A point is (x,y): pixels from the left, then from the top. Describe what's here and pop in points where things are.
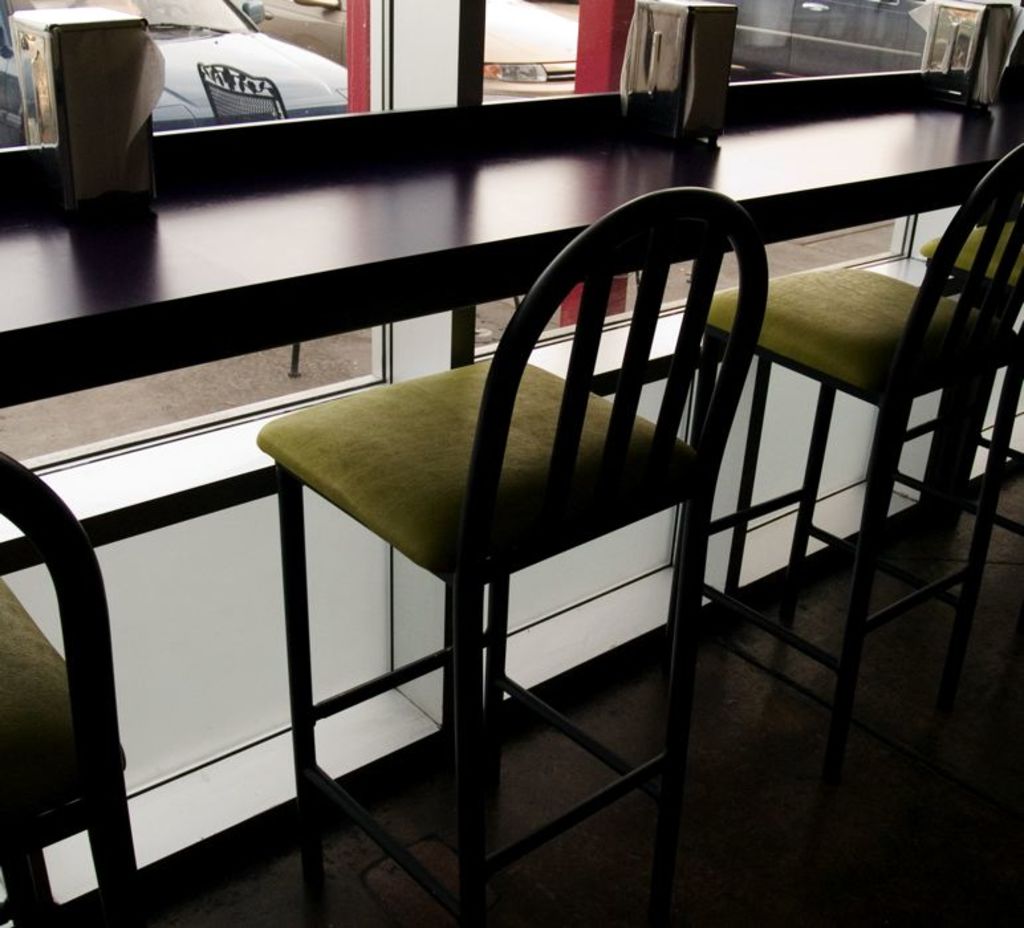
In this image there are chairs (444,448). In front of the chairs (689,354) there is a wooden table (514,161). On top of it there are few objects (988,73). There are glass windows (802,17) through which we can see cars (277,41). At the bottom of the image (745,848) there is a floor (826,852).
